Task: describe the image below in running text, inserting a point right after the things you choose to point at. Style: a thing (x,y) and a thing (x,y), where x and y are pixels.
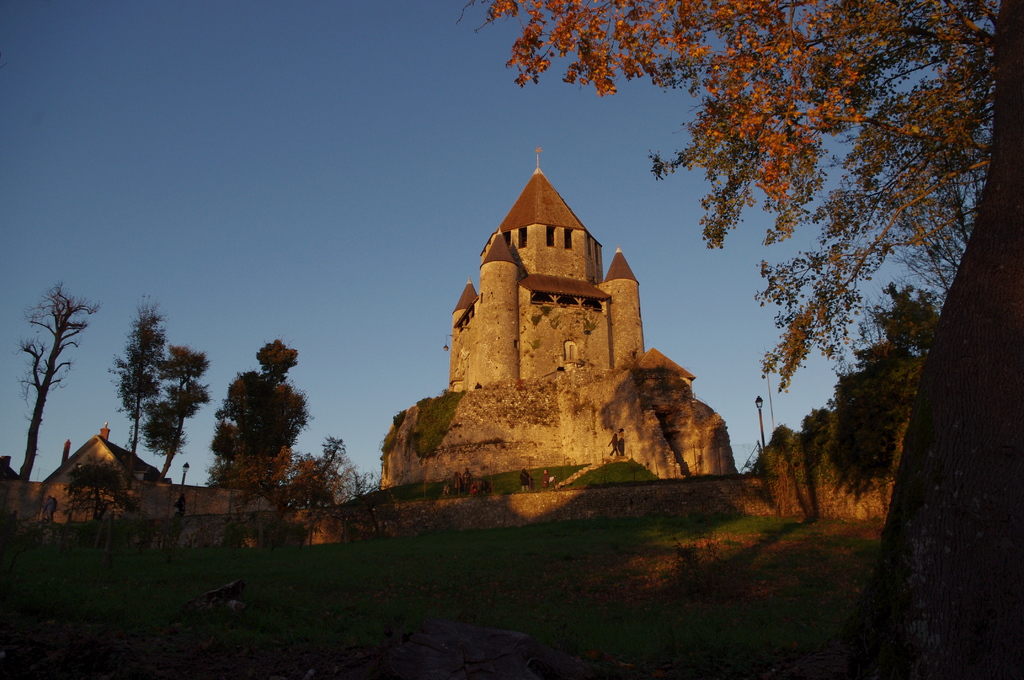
In the image there is a castle (534,331) in the back (643,330) with trees (904,432) on either of it and building (124,478) on the left side (117,460) and above its sky (230,107).
